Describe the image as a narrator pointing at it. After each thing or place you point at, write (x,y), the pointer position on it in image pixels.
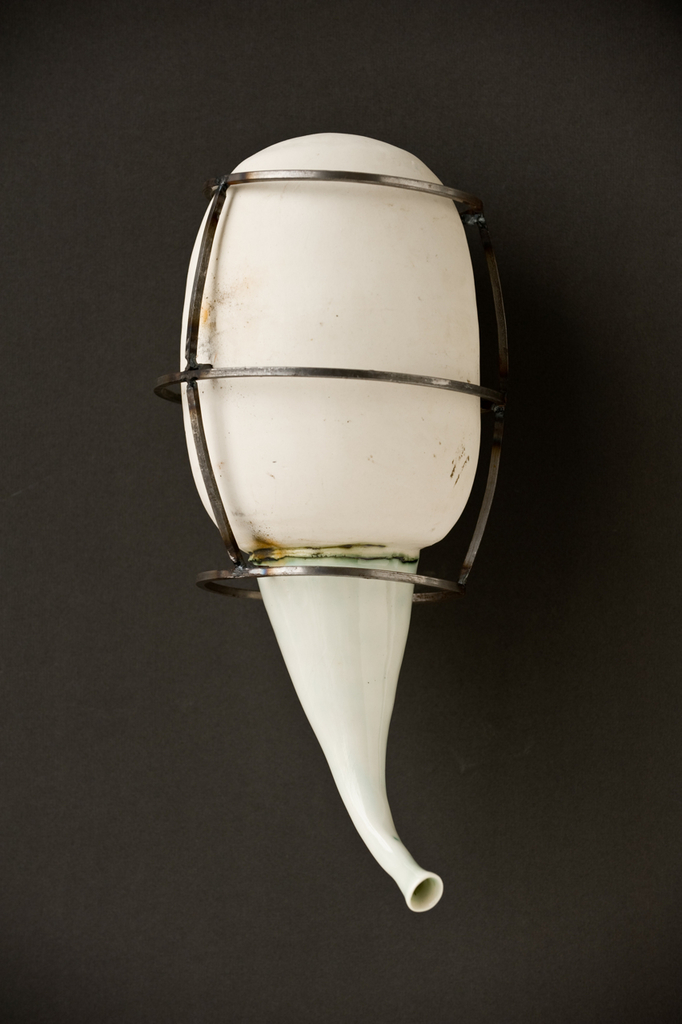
In the center of the image (296,579) there is a white color object (281,348) on the black surface (311,63).
